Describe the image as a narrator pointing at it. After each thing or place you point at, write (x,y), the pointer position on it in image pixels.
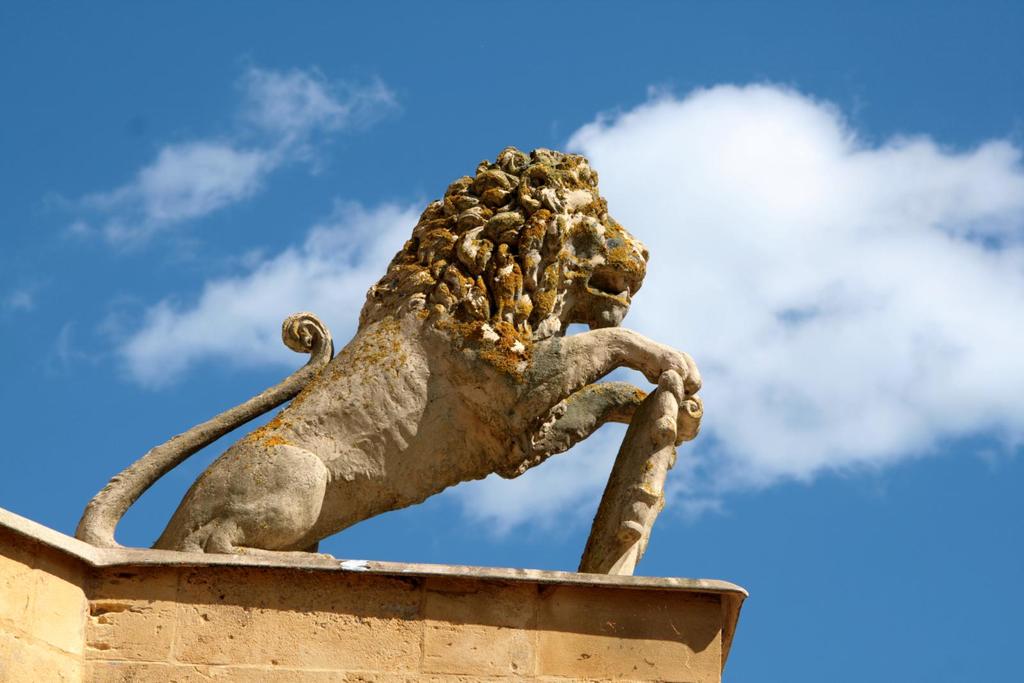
In the image there is a statue (608,397) of a lion (613,303).
